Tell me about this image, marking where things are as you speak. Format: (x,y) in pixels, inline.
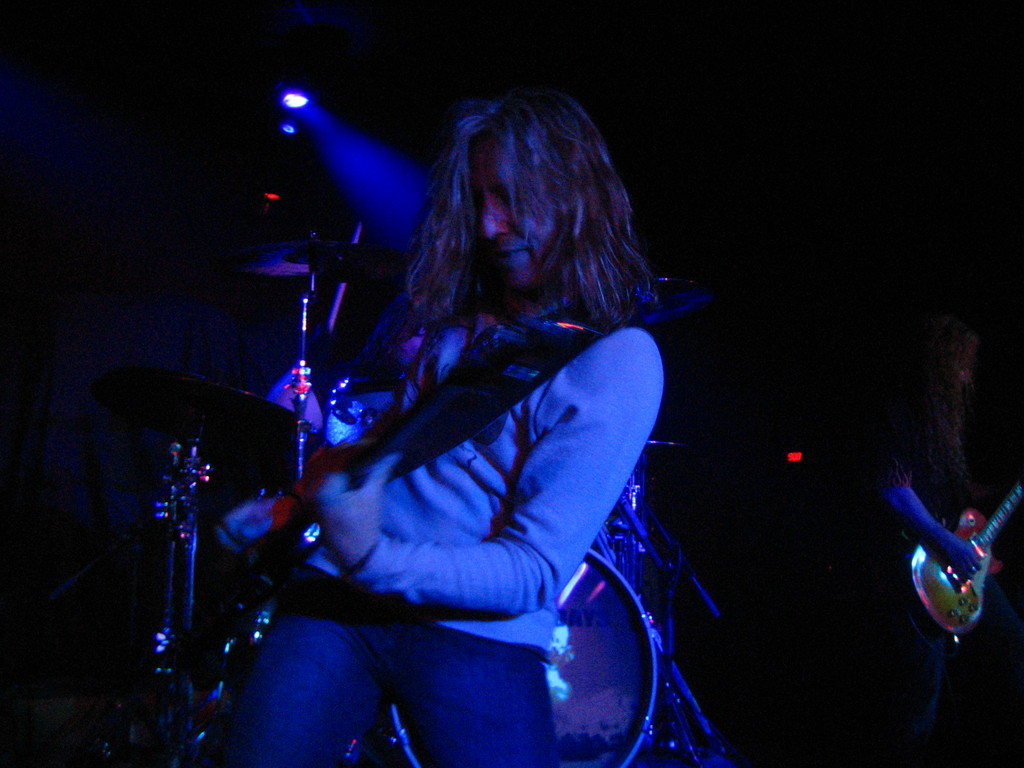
A person (482,542) is playing the guitar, this person (594,488) wore sweater (525,488) and trouser (445,754), in the top left (331,153) there are focused lights (343,132).
